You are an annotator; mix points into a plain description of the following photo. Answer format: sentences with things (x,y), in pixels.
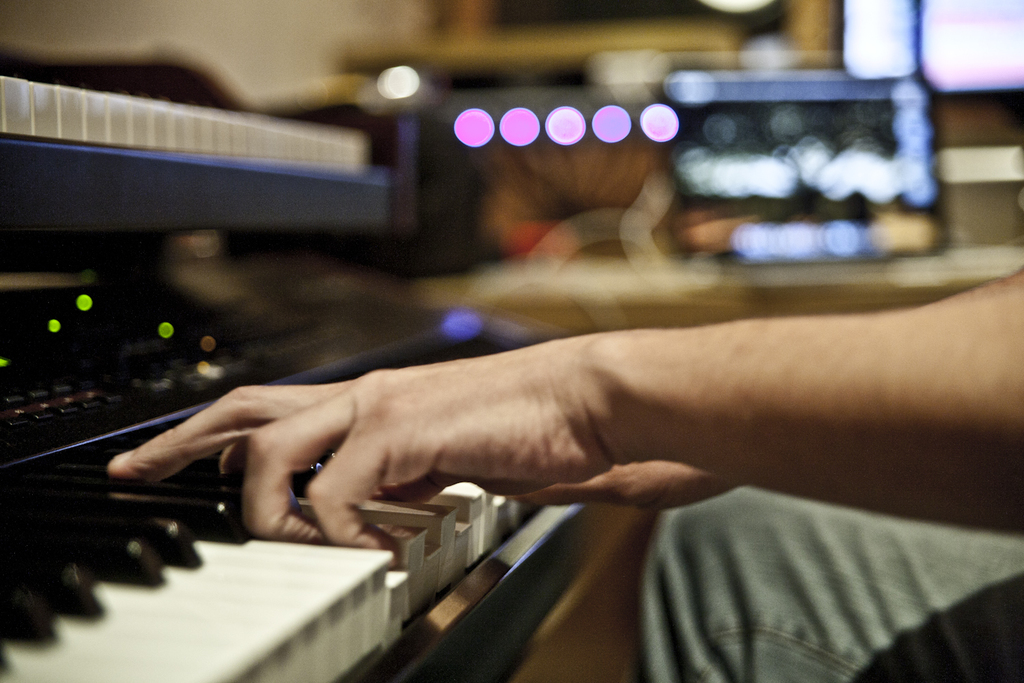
In this picture we can see some person (887,357) playing piano (57,405) and in the background (393,80) we can see some lights (657,115) and it is blurry.
